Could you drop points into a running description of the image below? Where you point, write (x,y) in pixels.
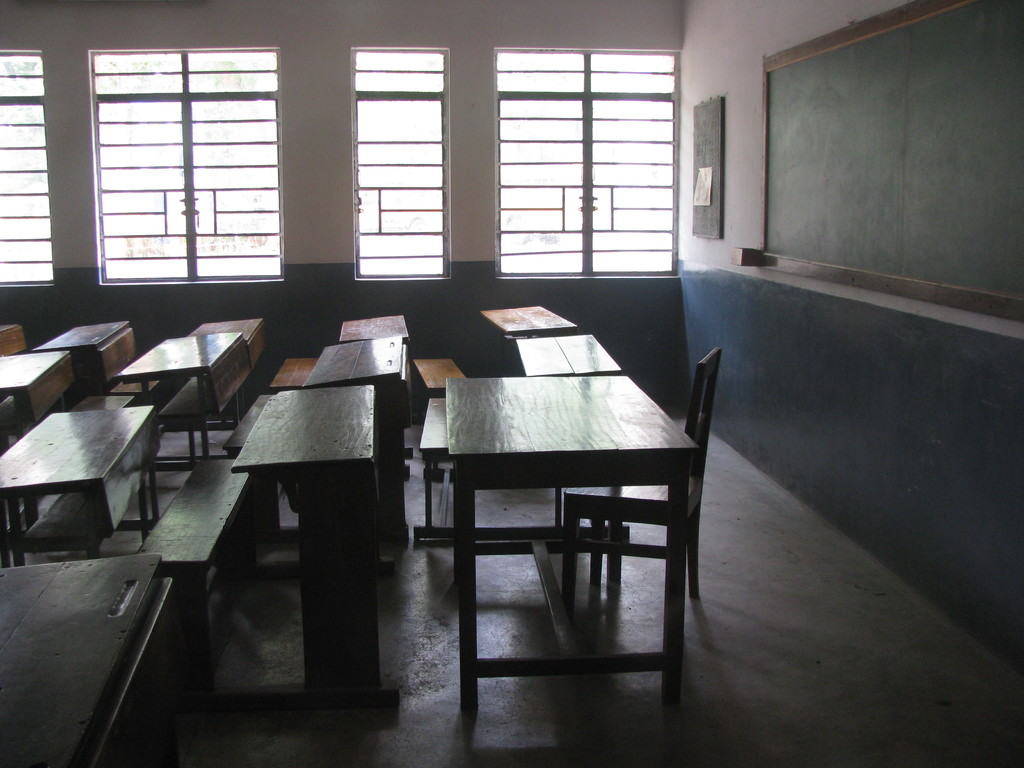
This image is taken inside the classroom (344,536). In this image we can see, there are so many benches (228,385) in the middle (581,418). On the right side (889,141) there is a board (922,96). At the top (231,143) there are windows (219,135). There is a notice board (709,133) beside the black board (805,155) on which there is a paper (702,191).
